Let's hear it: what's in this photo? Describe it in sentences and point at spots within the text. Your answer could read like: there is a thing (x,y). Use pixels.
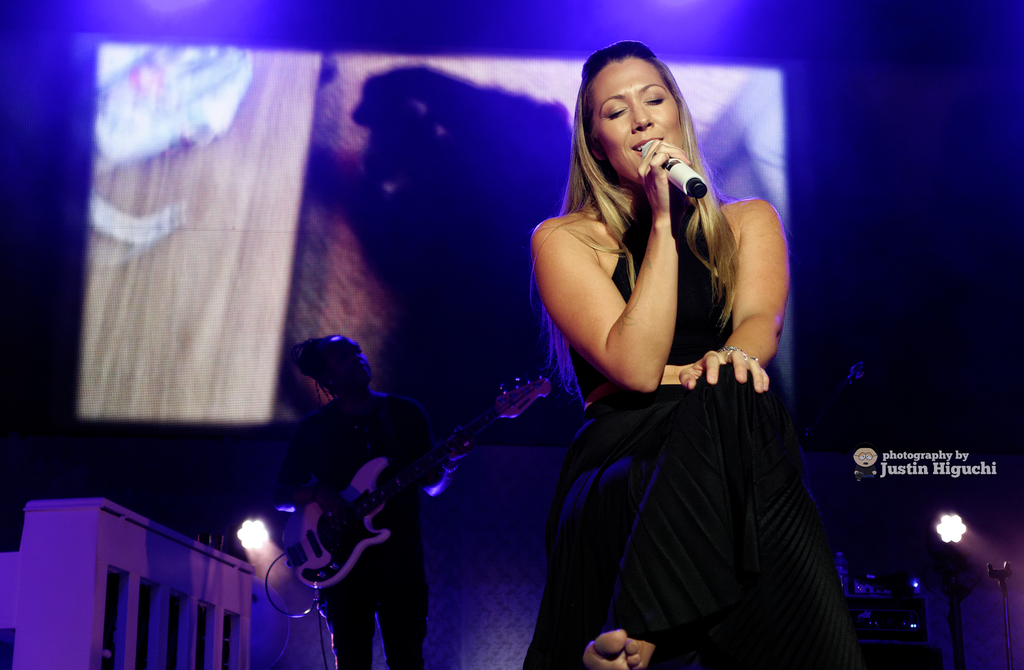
In this picture we can see a woman (614,448) holding a mic (647,152) with her hand (658,162) and at the back of her we can see a person (389,633), guitar (372,482), screen (247,344), lights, some objects (74,577) and in the background (820,106) it is dark.
